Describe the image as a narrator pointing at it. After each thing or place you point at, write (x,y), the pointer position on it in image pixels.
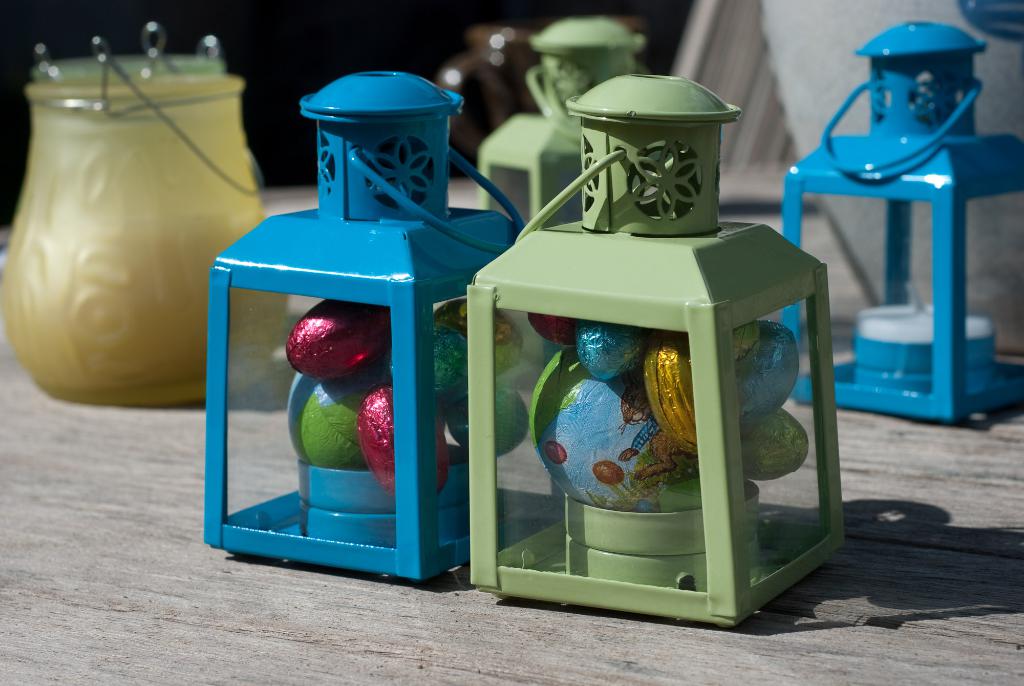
Here I can see four lanterns (848,228). Two are in blue color and two are in green color. These are placed on the floor (308,657). Inside the lanterns (642,294) I can see few colorful balls (374,404). On the left side (151,210), I can see a jar (138,153) which is also placed on the floor (76,460). The background (449,44) is blurred.
